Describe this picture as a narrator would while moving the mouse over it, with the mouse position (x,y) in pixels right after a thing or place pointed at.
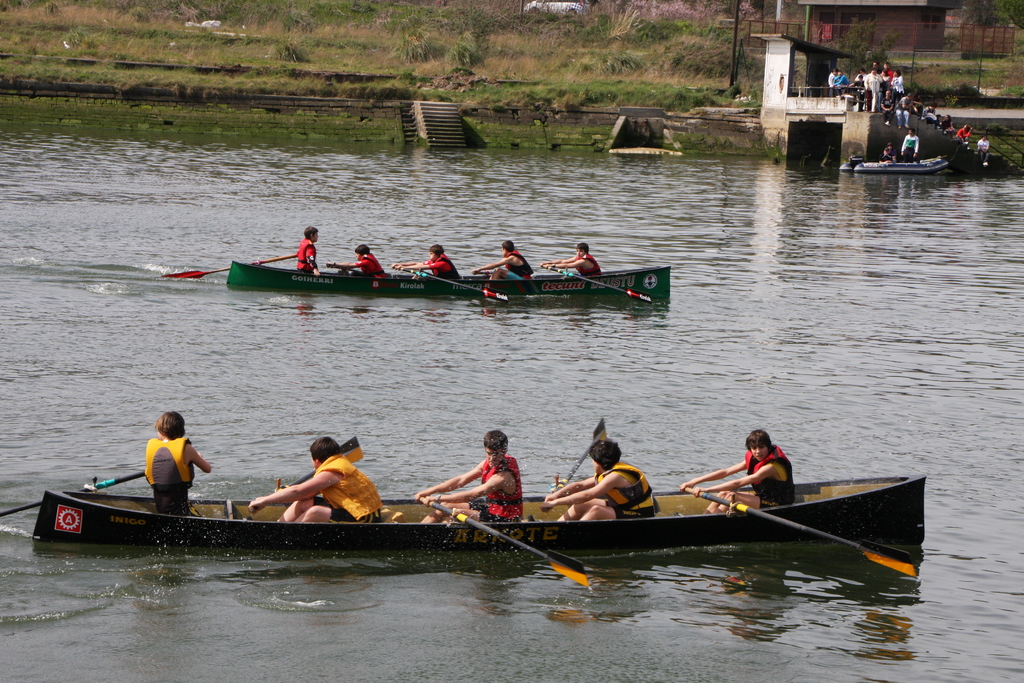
In this image we can see many persons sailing on the boat (343,533) on the water (727,640). In the background (428,28) we can see stairs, persons (894,95), grass (394,57) and plants (705,32).
